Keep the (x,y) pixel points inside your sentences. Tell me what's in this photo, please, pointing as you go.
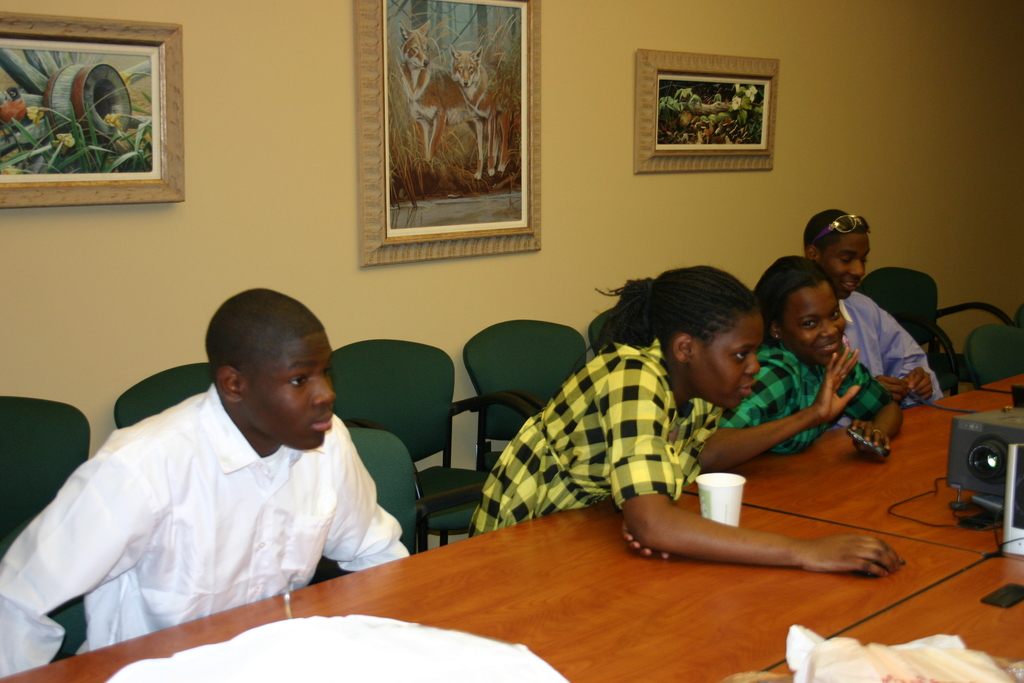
In the picture we can see some people (667,387) are sitting on the chairs (537,363) near the table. On the table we can find a glass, a projector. In the background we can see a wall (101,426) and photo frame (103,84).
